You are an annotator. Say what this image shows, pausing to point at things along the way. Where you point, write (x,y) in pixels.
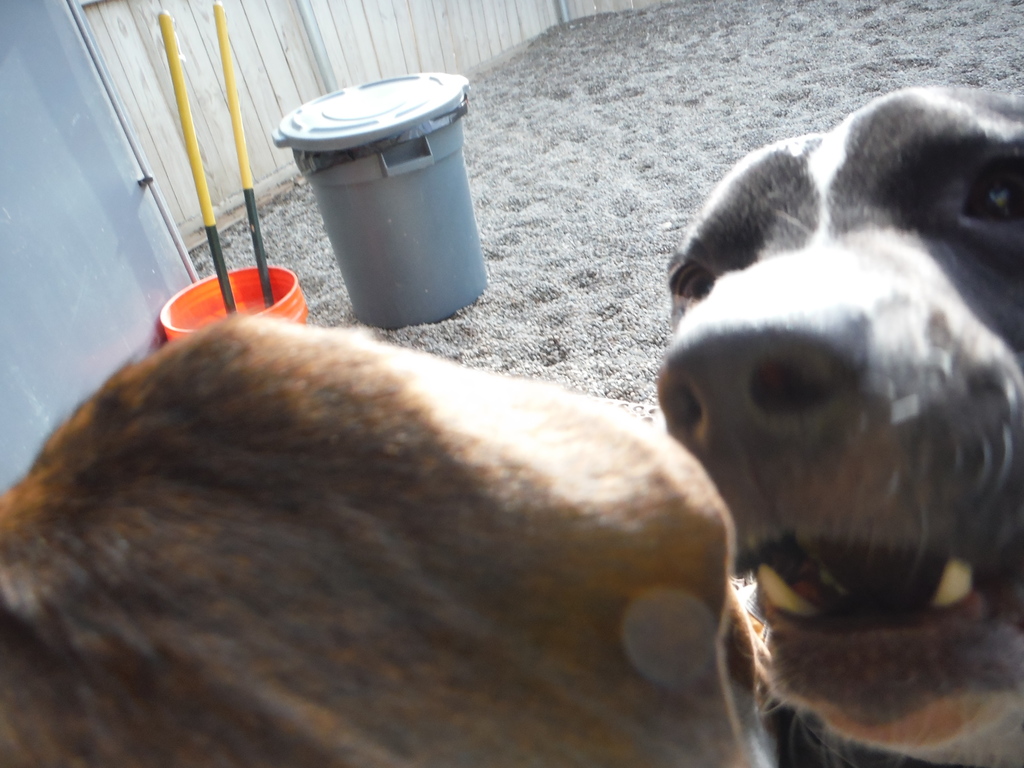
In this image I can see two animals (355,540) which are brown and black in color. In the background (603,225) I can see the ground (630,194), a orange colored bucket (258,287) with two objects (227,287) in it and the grey colored bin (388,225). I can see the wooden wall (366,52) and the blue colored wall (58,269).
